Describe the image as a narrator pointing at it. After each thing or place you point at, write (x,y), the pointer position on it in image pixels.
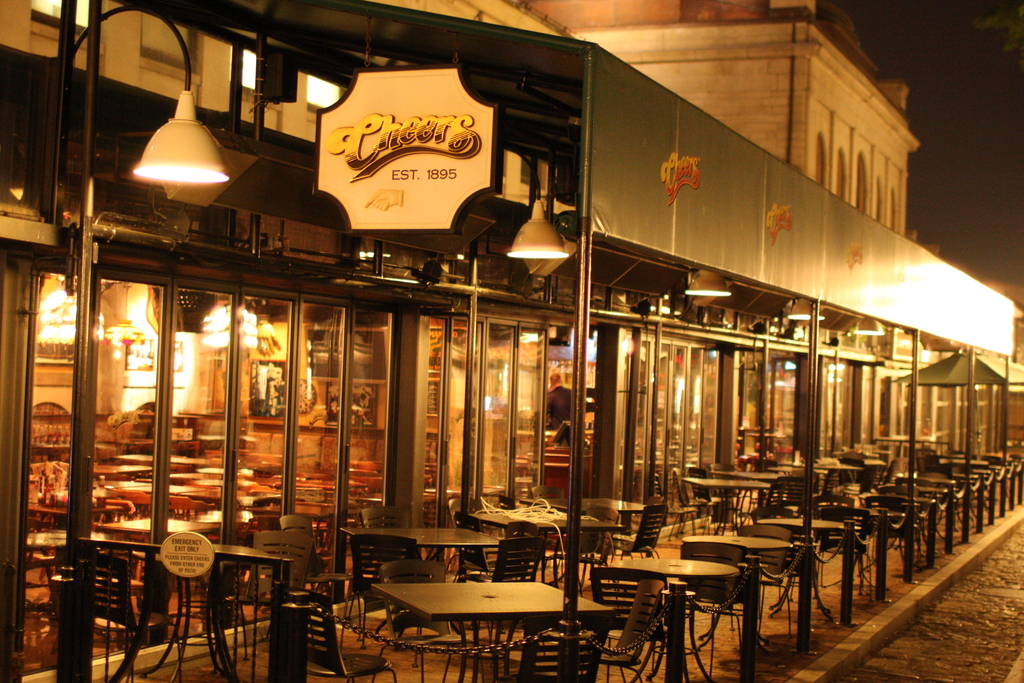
In this image I can see the building (530,410), in front of the building (752,354) I can see tables (233,638) and chairs (882,502) and I can see a lamp (186,72) attached to the wall (173,78) of the building (12,156).
